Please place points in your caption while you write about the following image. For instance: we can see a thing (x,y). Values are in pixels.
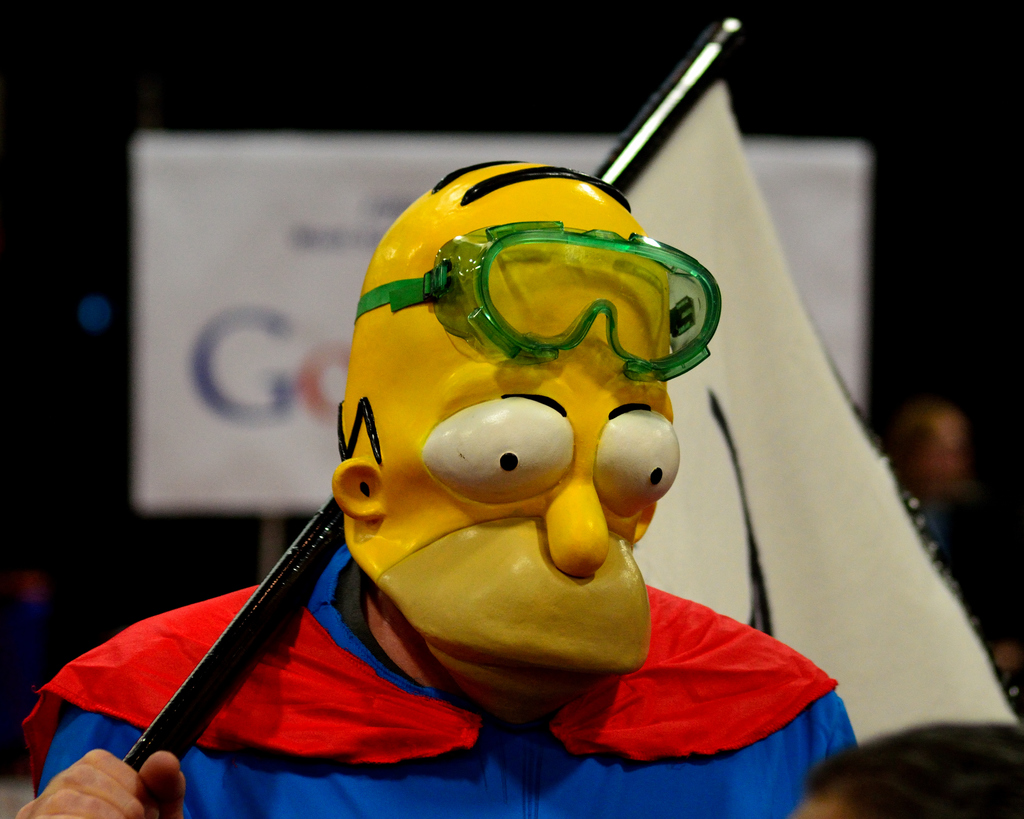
In this image we can see a person (377,699) wearing a mask (530,599) and holding a flag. In the background (796,178) it is looking blur. And we can see a banner (183,302) in the background (177,408).
